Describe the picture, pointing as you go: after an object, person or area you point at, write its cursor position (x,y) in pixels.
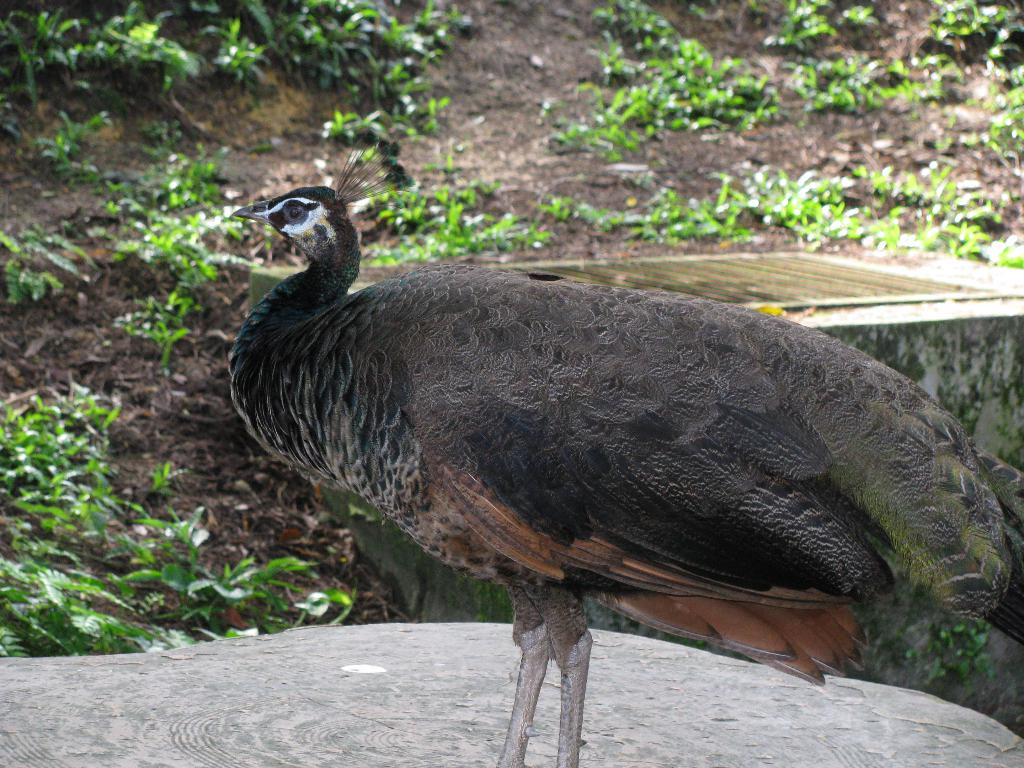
In this image I can see the bird (537,599) in black and brown color. Background (450,190) I can see few plants (10,236) in green color.
